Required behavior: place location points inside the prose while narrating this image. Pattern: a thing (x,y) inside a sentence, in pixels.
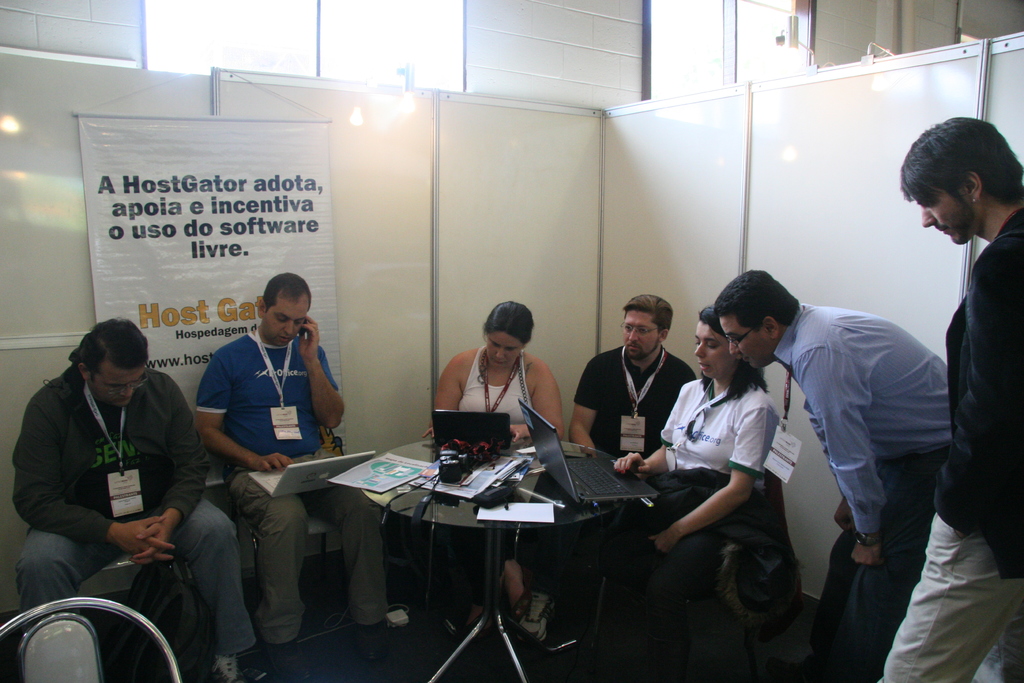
A banner (207,213) on wall (74,187). These persons (66,501) are sitting on a chair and wore id cards (279,420). This man (284,408) is working on a laptop (279,490). On this table (513,524) there are laptops (469,419), papers (356,474) and things (447,466). These two persons (865,405) are standing. These 2 persons (739,373) are looking at this laptop (595,470) and working. On floor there is a bag (175,607).
